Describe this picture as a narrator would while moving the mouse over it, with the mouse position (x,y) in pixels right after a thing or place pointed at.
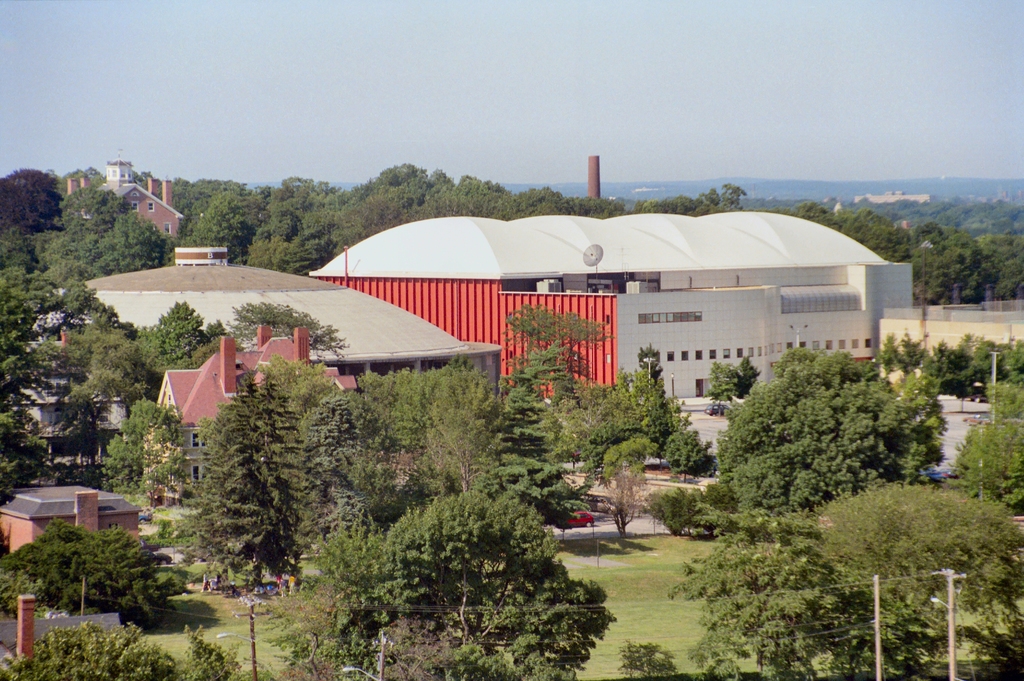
This image consists of a building (686,309) around which there are many trees (112,219). At the bottom (687,602), there is green grass (644,617). At the top (512,73), there is a sky (425,80).
